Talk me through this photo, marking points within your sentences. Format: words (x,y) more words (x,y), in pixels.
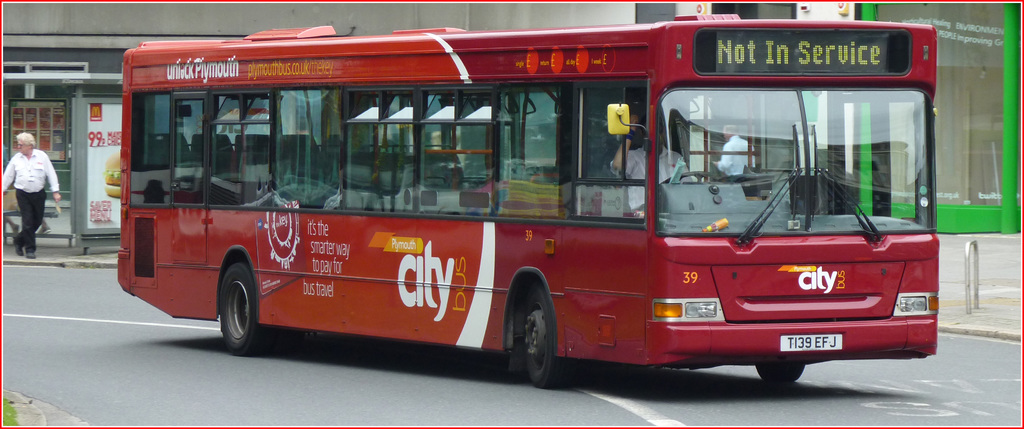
In this image there is a bus (570,149) on the road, beside the road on the pavement (108,254) there are a few people (45,185) walking and there are metal rods (968,245), bus stop (76,161), display boards (116,150) and buildings (946,61).
